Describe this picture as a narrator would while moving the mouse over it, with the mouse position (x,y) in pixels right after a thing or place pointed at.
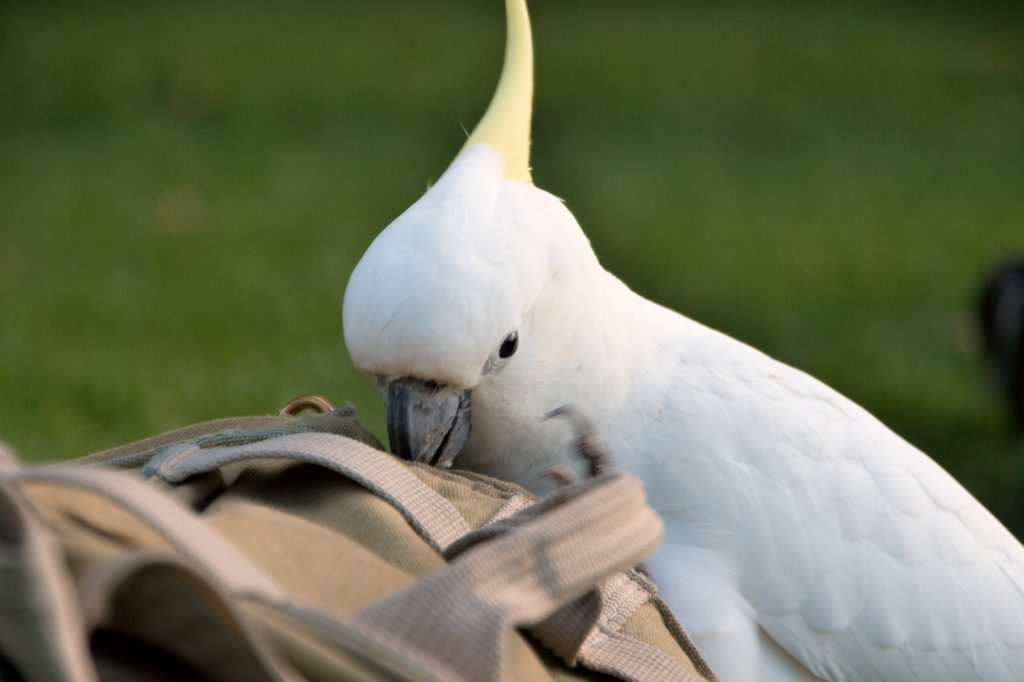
In the foreground (390,476) we can see a brown object (257,521) looking like a bag (438,513). In the middle (493,353) there is a parrot (417,332). In the background (697,164) there is greenery (632,146).
